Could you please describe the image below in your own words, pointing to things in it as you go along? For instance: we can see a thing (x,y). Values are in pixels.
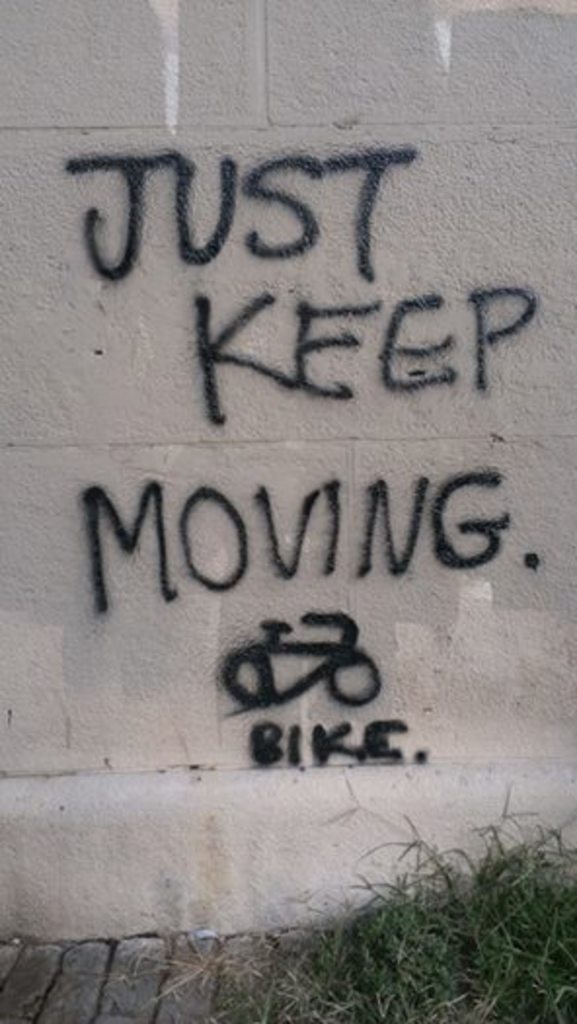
In this picture I can see the wall (252,277) on which there is something written and I see the grass (370,944) in front (428,955).
